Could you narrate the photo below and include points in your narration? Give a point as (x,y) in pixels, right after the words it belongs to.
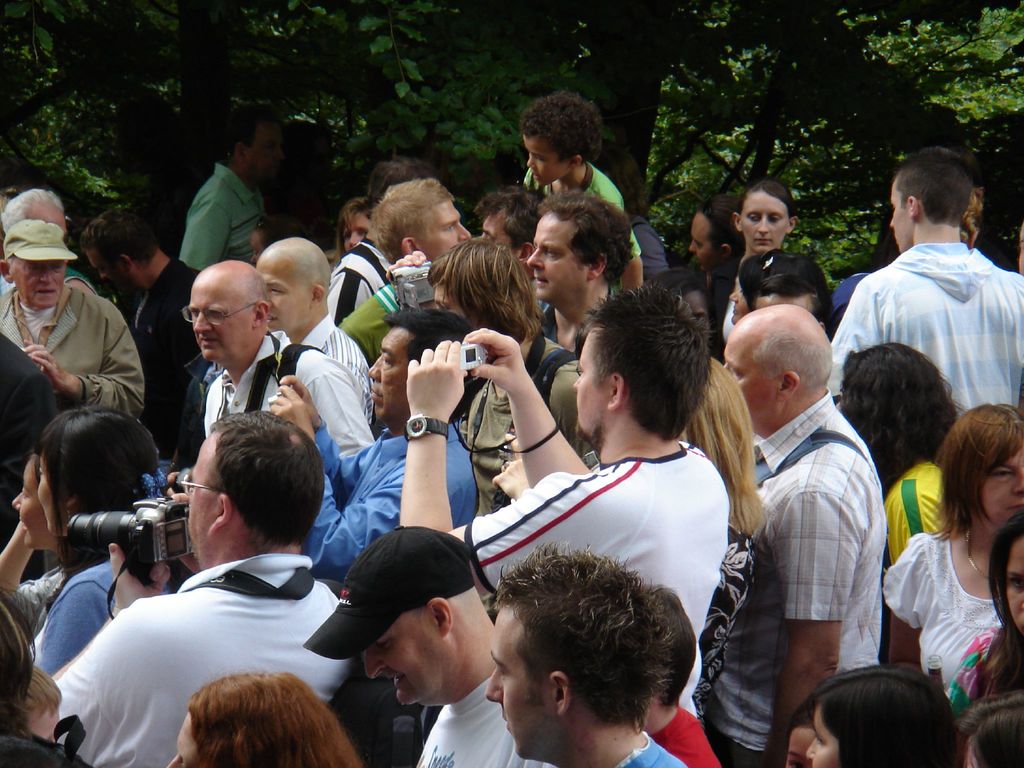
In the picture I can see a group of people (248,389) are standing among them some are holding cameras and some other objects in hands (289,408). In the background (459,81) I can see trees (476,74).
